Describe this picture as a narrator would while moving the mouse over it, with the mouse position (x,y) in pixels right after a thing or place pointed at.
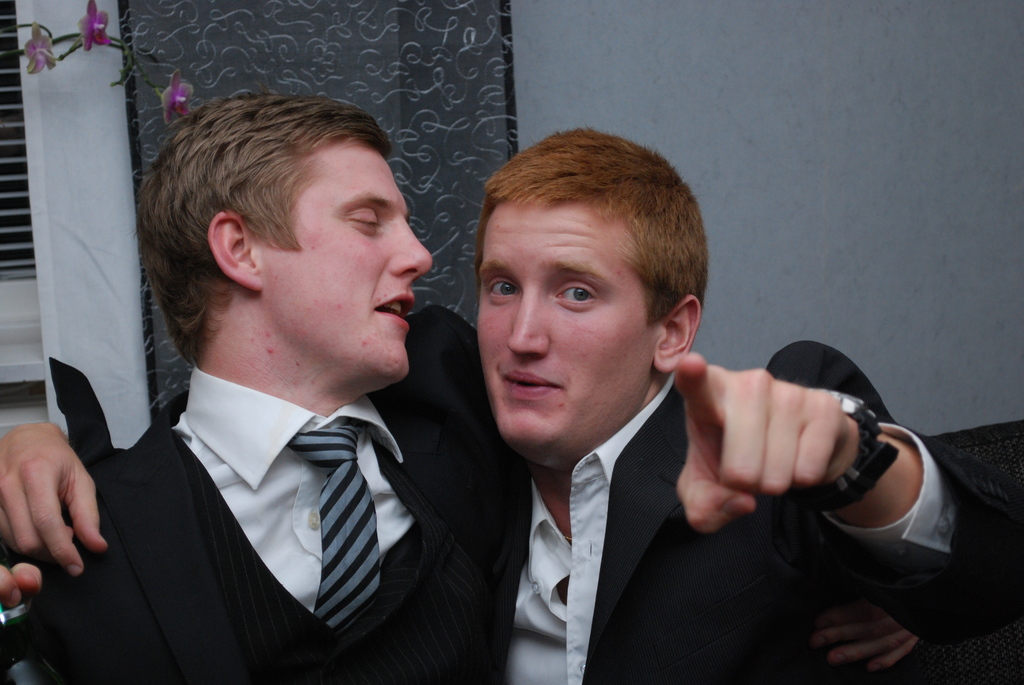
In this image we can see two men (606,313) in a room (913,300) and in the background (531,114) there is a wall (755,139), window (20,362), curtain (71,95) and artificial flowers (178,112).
